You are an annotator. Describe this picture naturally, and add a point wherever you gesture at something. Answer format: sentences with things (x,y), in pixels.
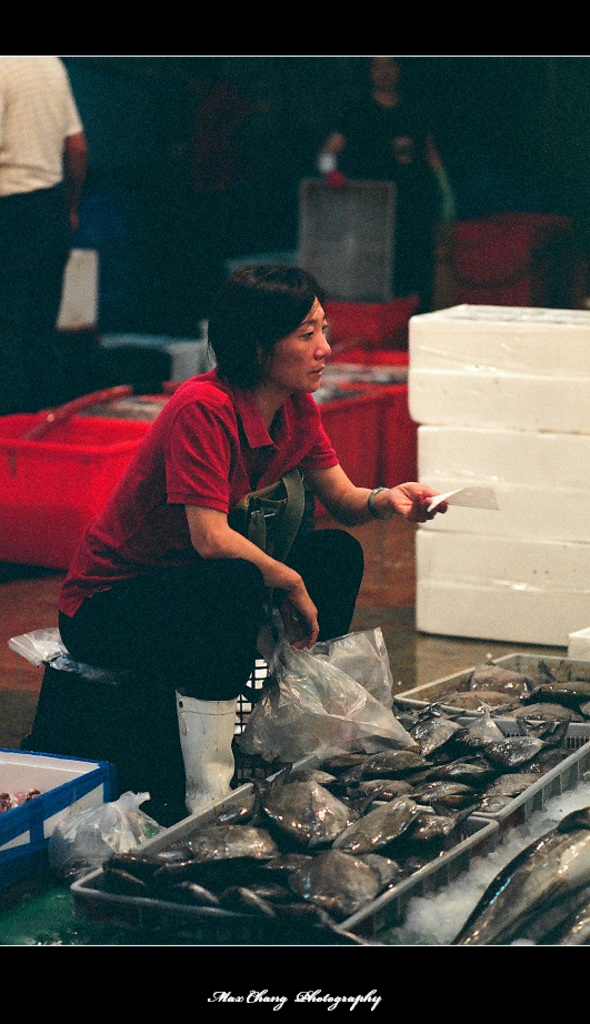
In this image we can see three persons (187,430), one of them is sitting on the stool (98,715), in front of her there are fish (492,747) in the trays (581,757), there are covers (128,809), there are white and red colored boxes (467,420), also we can see some text (371,995) on the image.
